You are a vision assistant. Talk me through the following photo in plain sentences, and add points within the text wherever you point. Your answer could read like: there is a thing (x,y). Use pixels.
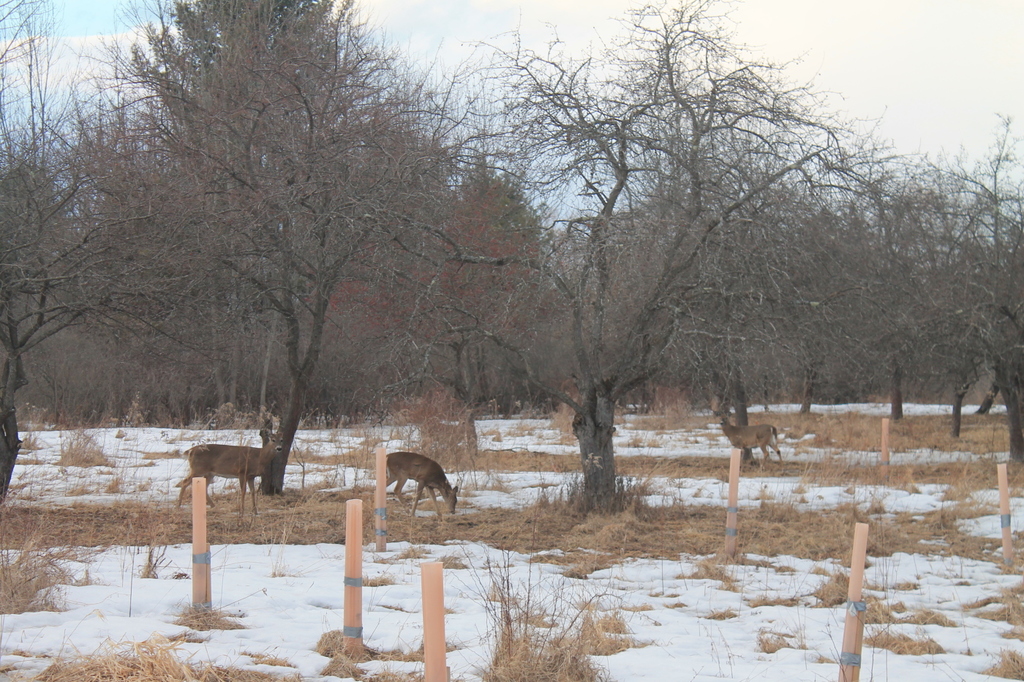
In this image we can see some animals (454,508) on the ground (493,551). We can also see some poles (349,514), grass (590,608), a group of trees (588,388) and the sky (21,60).
